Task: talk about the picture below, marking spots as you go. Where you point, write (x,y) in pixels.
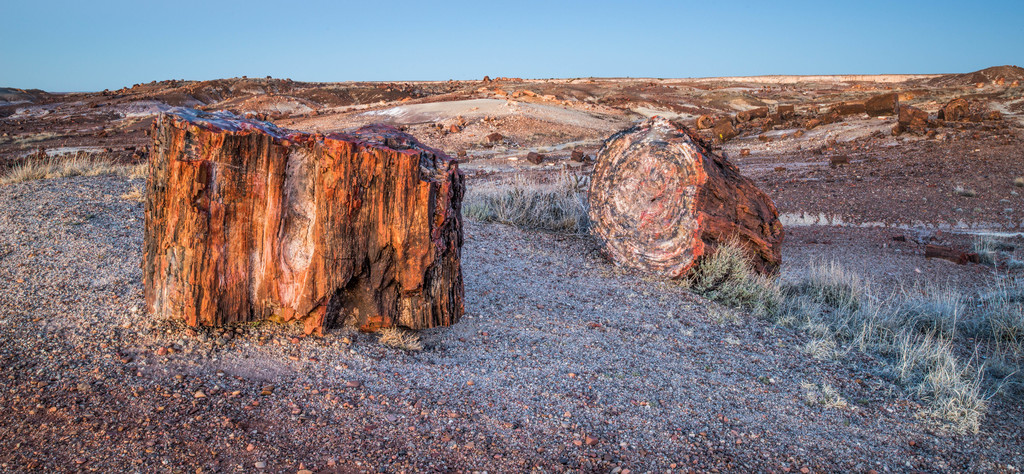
At the bottom of the picture (488,414), we see the sand (376,399) and stones (538,393). In the middle of the picture (357,183), we see the wood (669,211). On the right side (818,317), we see the grass (922,347). There are stones (832,110) and rocks (239,106) in the background (347,104). At the top (608,39), we see the sky (478,32), which is blue in color.
